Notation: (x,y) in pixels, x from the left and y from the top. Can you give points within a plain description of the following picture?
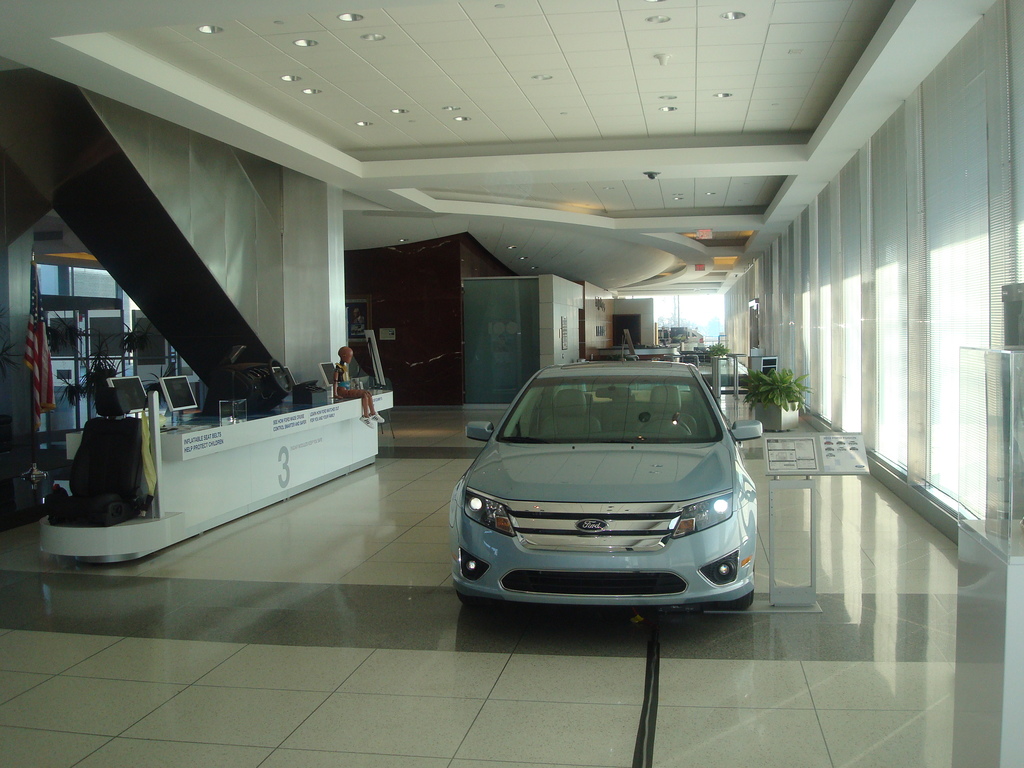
In this picture we can see a car (730,433) on the floor (466,422), monitors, seat (113,454), house plants (764,388), stand (771,562), robot (363,389) and in the background (395,288) we can see wall (388,285) with a poster (358,297).
